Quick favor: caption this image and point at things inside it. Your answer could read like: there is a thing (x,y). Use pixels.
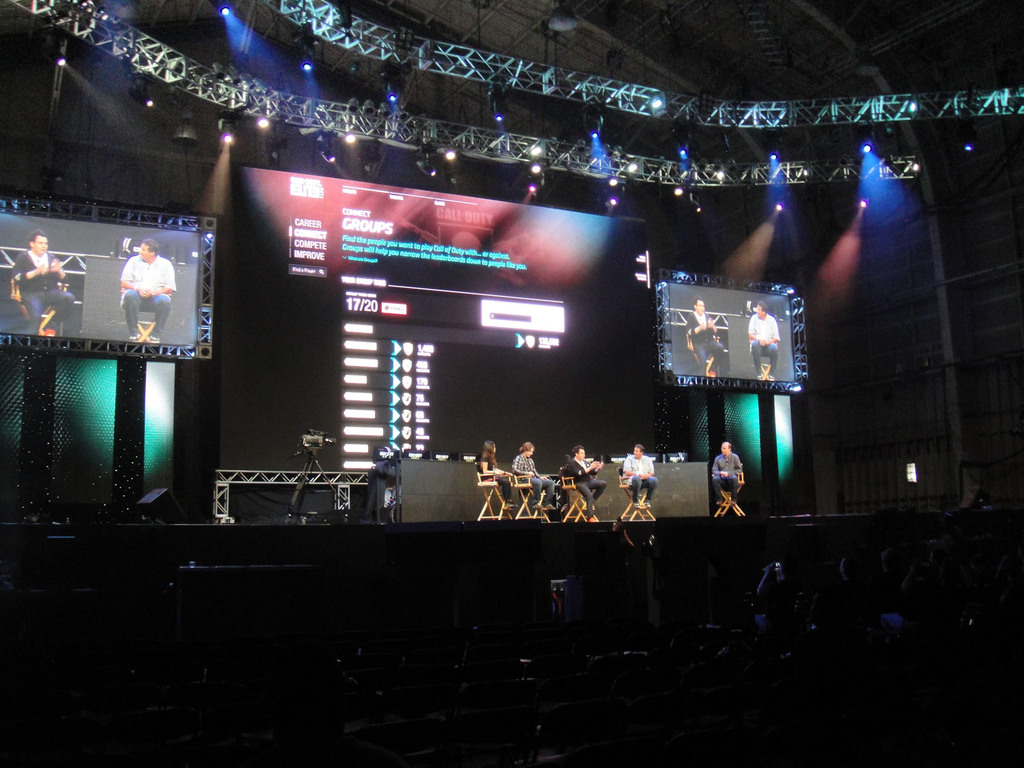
In this image there is a stage (548,551) on which there are five persons (597,483) sitting on the chairs (561,479) one beside the other. Behind them there is a screen (490,332). At the top (52,236) there are two screens (81,261) on either side of the image. At the top (577,78) there are lights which are attached to the stand (453,130). At the bottom (780,637) there are few people (765,628) sitting in the chairs (814,698). This image is taken during the night time.
